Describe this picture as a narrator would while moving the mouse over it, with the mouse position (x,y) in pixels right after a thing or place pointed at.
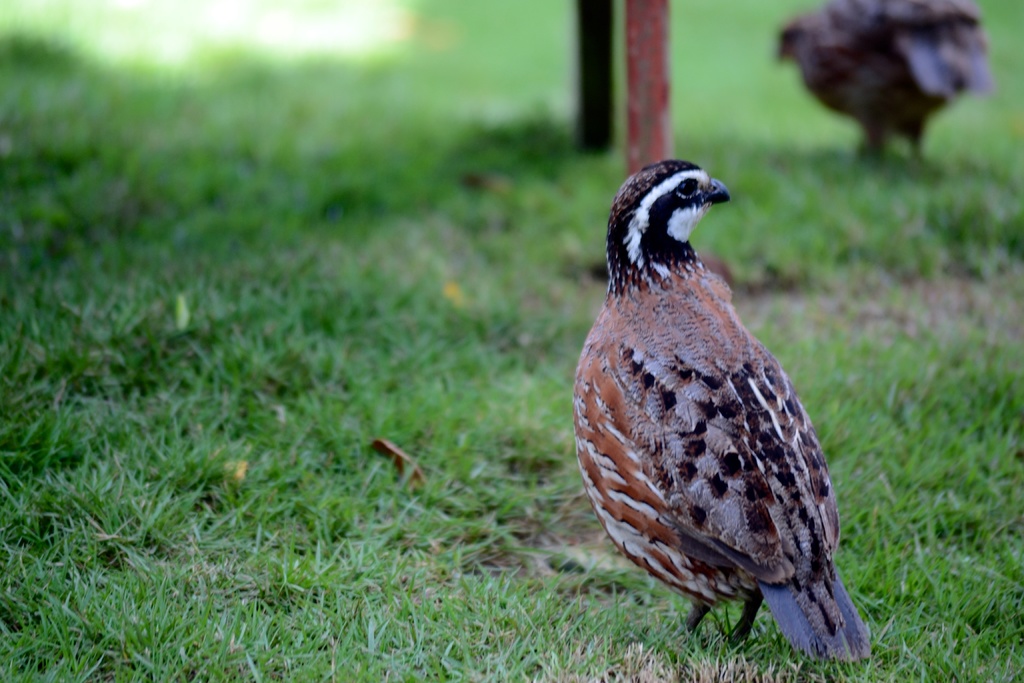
In this picture there is a partridge bird (701,353) who is standing on the grass (945,652). At the top (644,8) I can see the poles (600,35). Beside that I can see another bird (904,50).
